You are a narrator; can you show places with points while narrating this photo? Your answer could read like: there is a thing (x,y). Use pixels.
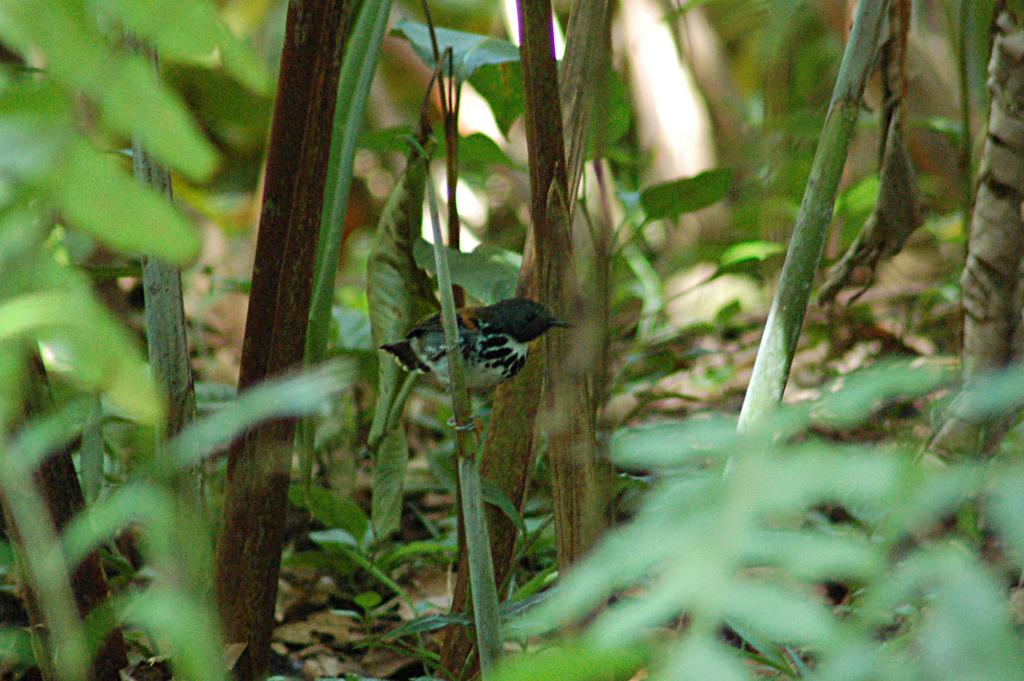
In the image we can see a bird (485,313) sitting on the stem (453,364). Here we can see the leaves (643,564), dry leaves (352,620) and the background (772,115) is slightly blurred.
